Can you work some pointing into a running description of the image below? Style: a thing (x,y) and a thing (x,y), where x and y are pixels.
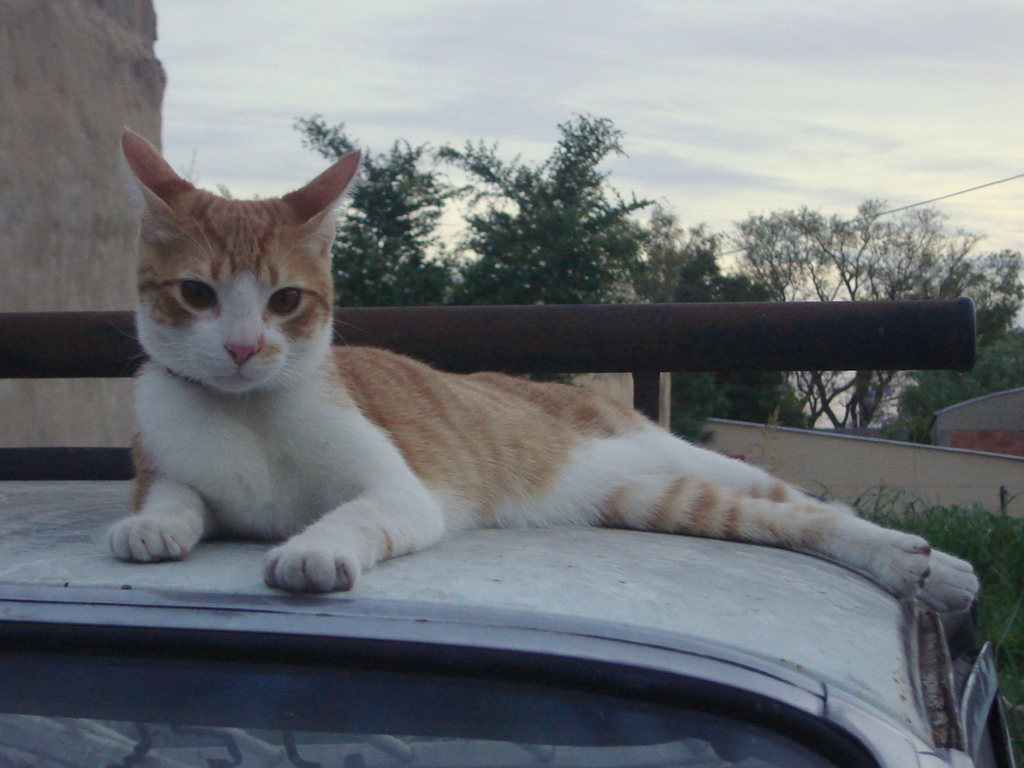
Above this vehicle (494,645) there is a cat (413,444). Background (401,89) we can see sky (416,85), trees (565,195), walls (985,411) and rod (851,330).
